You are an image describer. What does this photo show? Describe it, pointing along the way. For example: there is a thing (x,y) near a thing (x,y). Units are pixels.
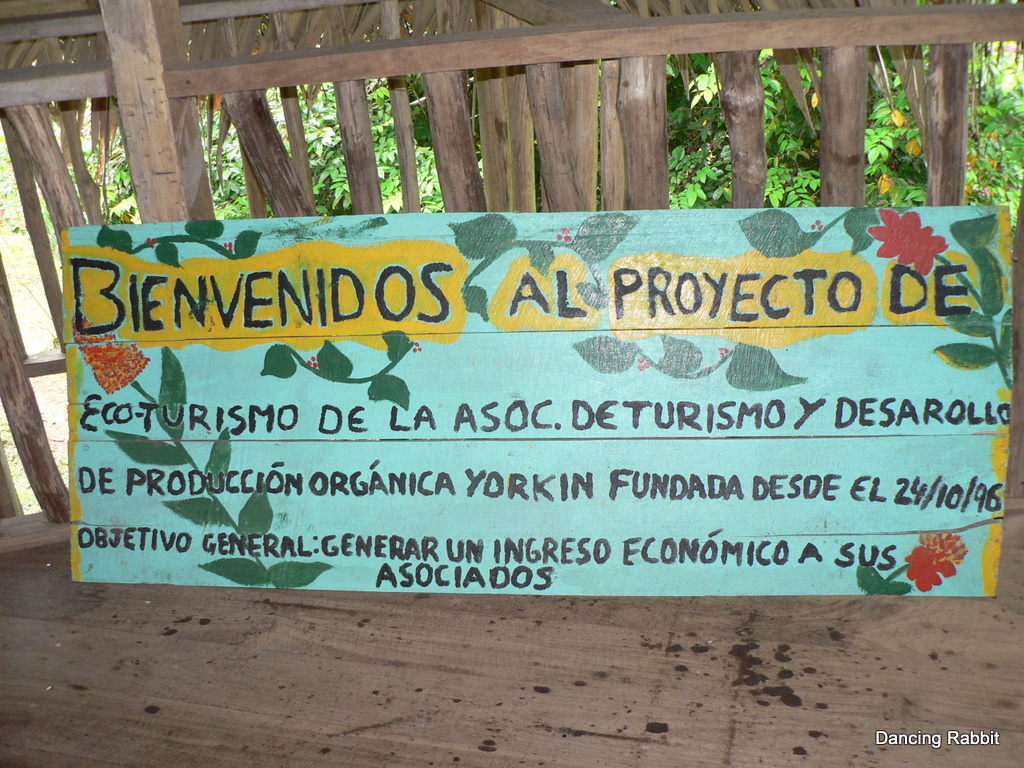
In the image there is a board (426,272) with some text (524,280) on it on a wooden floor (426,716), behind it there are trees (790,142), plants (805,165) on the backside of the wall (303,83).
